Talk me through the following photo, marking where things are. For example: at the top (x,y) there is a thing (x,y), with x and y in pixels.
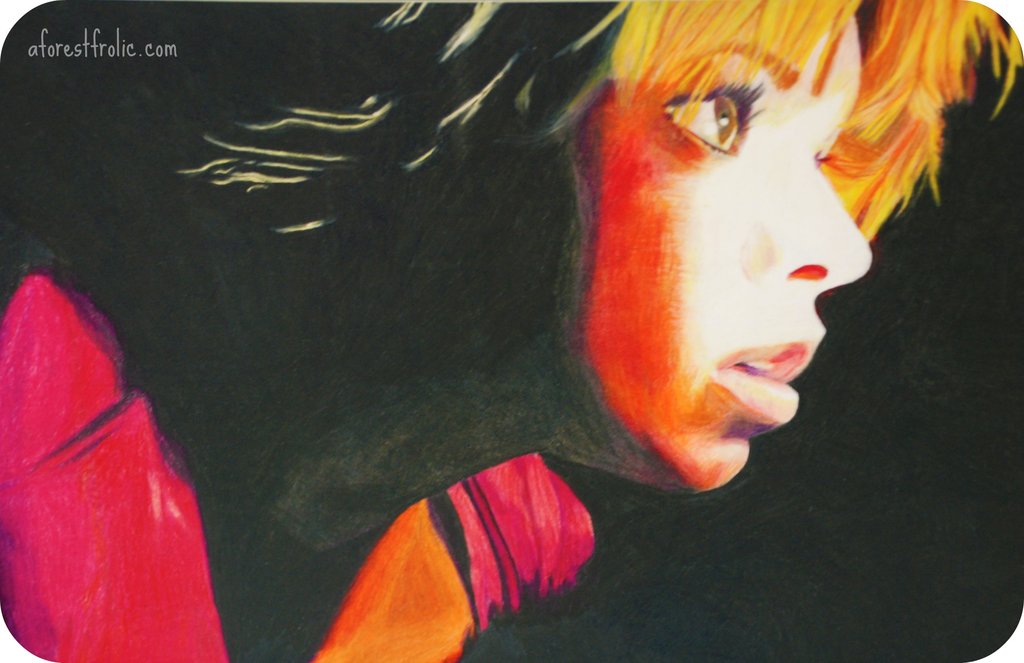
This is a painting, in this painting we can see a woman (422,389) and text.
